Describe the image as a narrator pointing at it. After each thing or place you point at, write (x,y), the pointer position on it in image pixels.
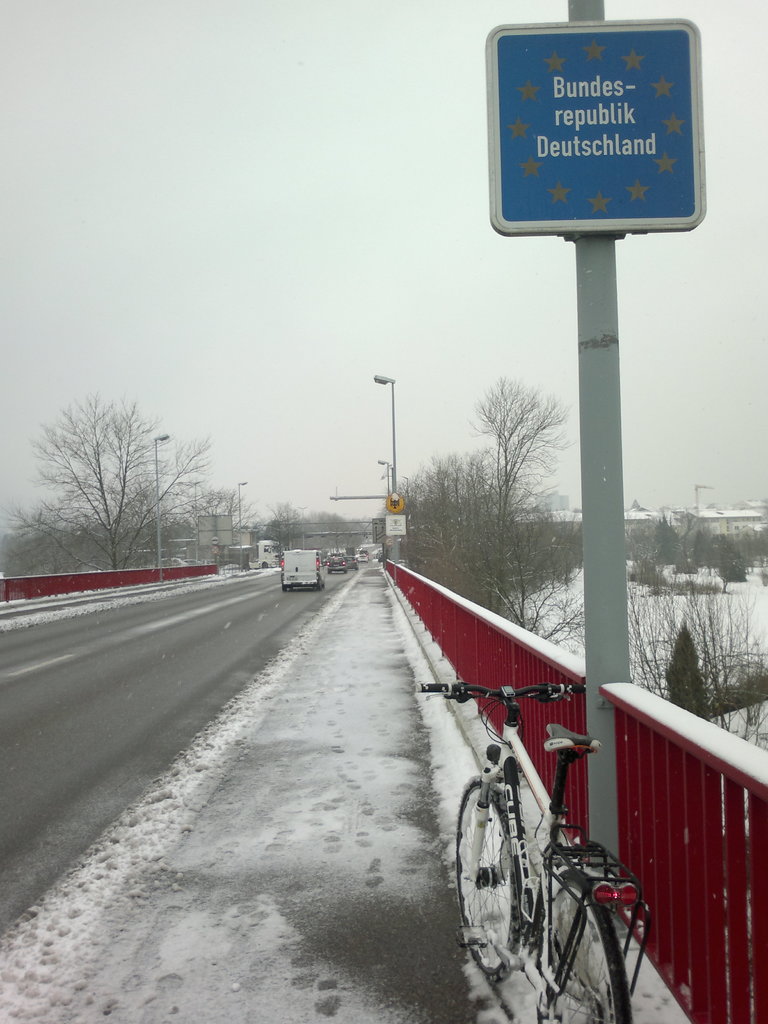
In the center of the image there are vehicles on the road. On the right side of the image (612,894) there is a cycle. There are boards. There are street lights (393,438). On both right and left side of the image (27,595) there is a metal fence (450,597). At the bottom of the image (212,849) there is snow (706,602). In the background of the image (675,589) there are buildings (644,528), trees (530,534) and sky (362,287).
